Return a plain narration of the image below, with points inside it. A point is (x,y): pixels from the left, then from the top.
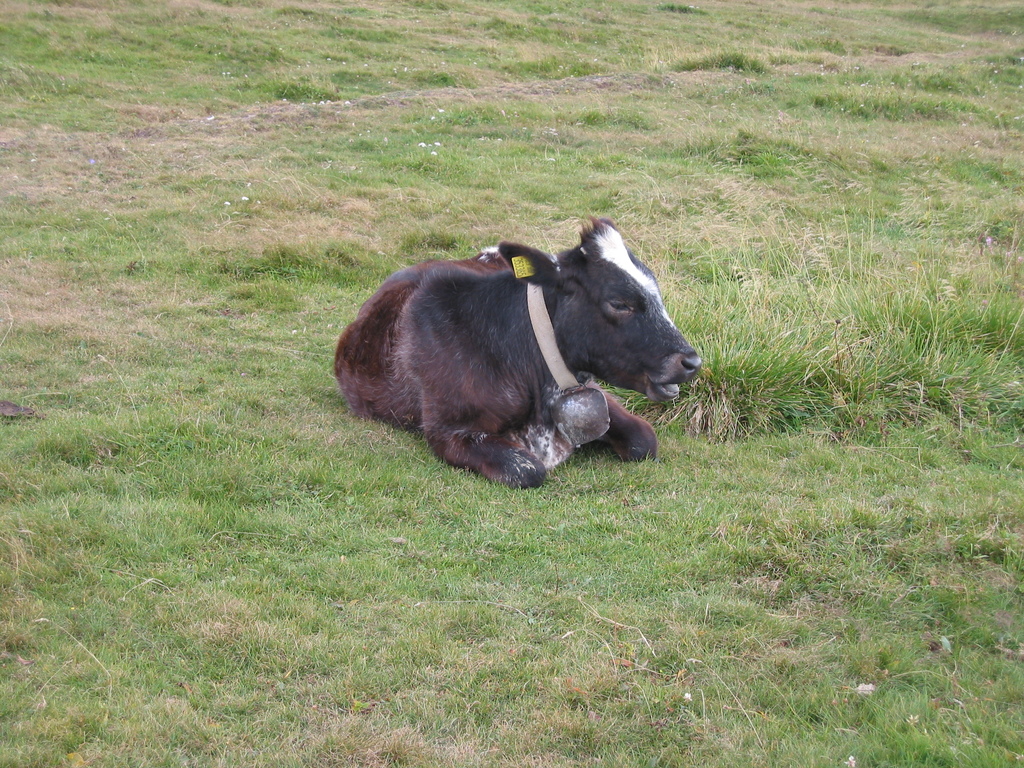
In this picture we can see black color cow baby (608,395) sitting in the grass ground (647,507).
